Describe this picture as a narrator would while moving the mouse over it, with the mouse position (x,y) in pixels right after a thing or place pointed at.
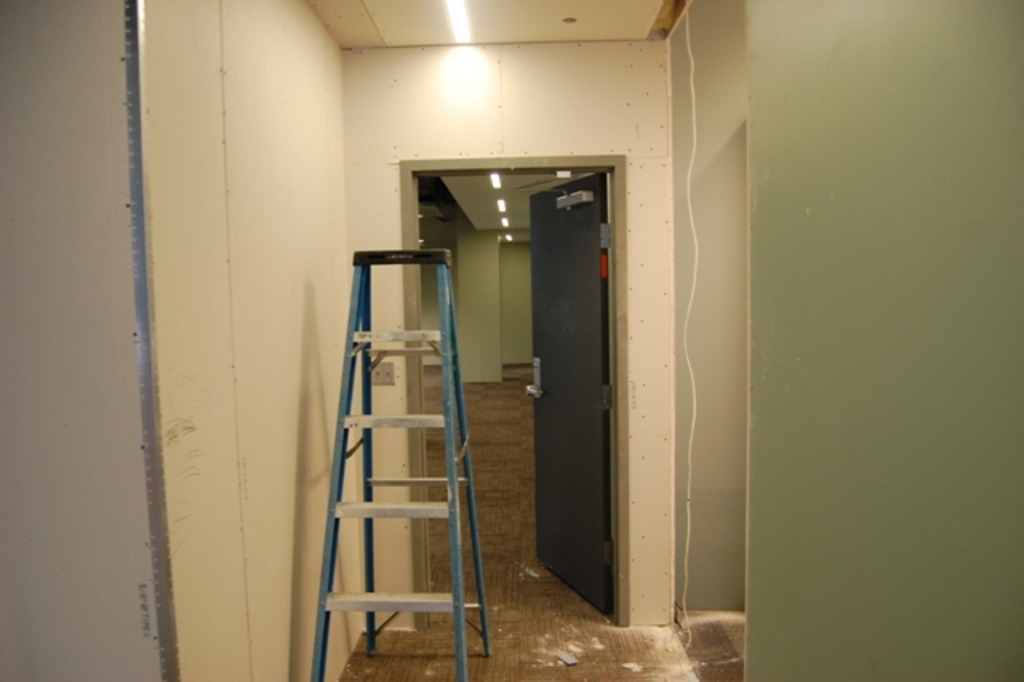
In this image we can see a ladder (358,286), door (574,350) and cream color wall (322,199).
